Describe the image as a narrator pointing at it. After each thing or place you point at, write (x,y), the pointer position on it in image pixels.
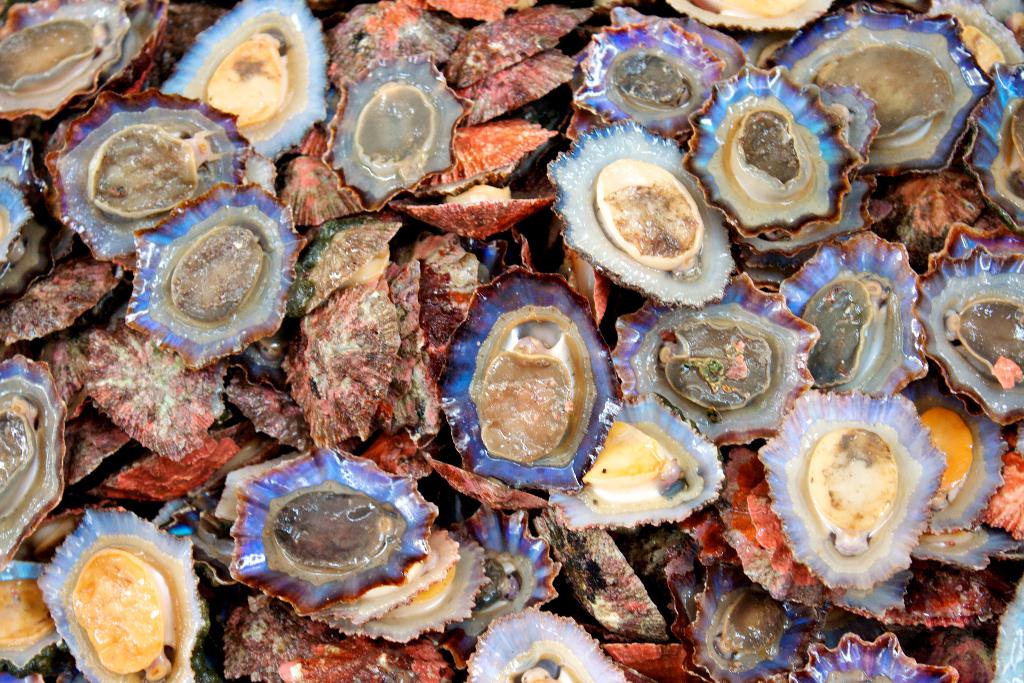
This is the picture contains many limpets (304,526).
